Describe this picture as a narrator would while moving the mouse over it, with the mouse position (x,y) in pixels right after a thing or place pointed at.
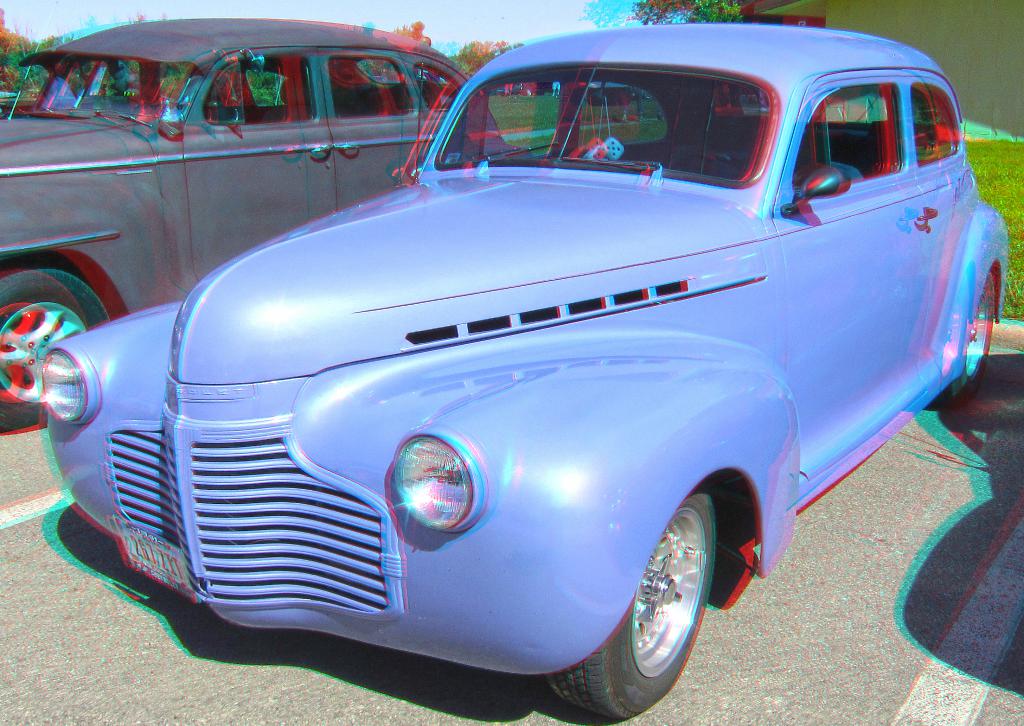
In the picture we can see two vintage cars (60,301) which are parked on the path (928,528), one car (654,324) is blue in color and one car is gray in color and behind it we can see grass surface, trees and sky (437,20).
